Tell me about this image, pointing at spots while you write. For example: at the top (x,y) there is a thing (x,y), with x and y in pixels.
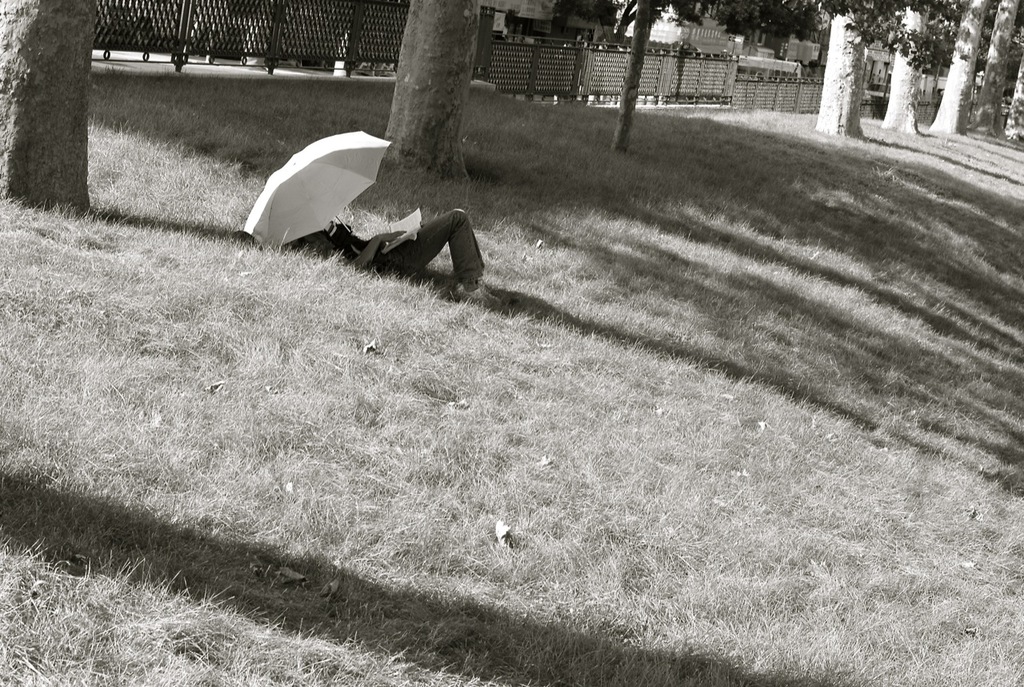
In this image we can see a person (353,260) lying on the ground (422,375) and holding a book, also we can see an umbrella (274,208), there are some buildings (740,43), trees (758,1), grass (563,413) and fence (710,87).
